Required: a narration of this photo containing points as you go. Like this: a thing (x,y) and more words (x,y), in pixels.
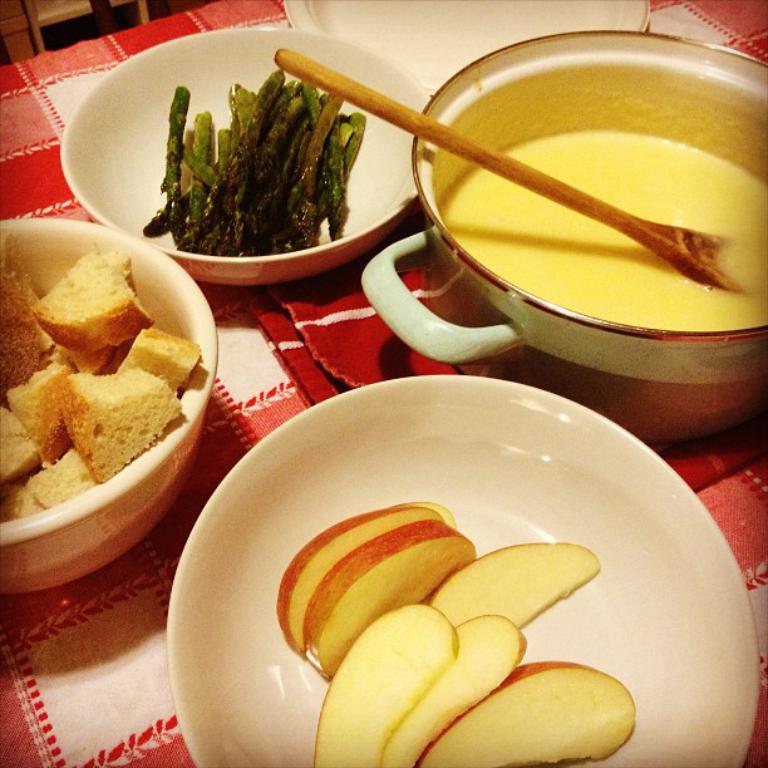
In this image there are some food items (225,217) served in the bowls (431,493), plate (404,442) and a wooden spoon (642,236), all these items (580,269) are placed on the table (739,528).
